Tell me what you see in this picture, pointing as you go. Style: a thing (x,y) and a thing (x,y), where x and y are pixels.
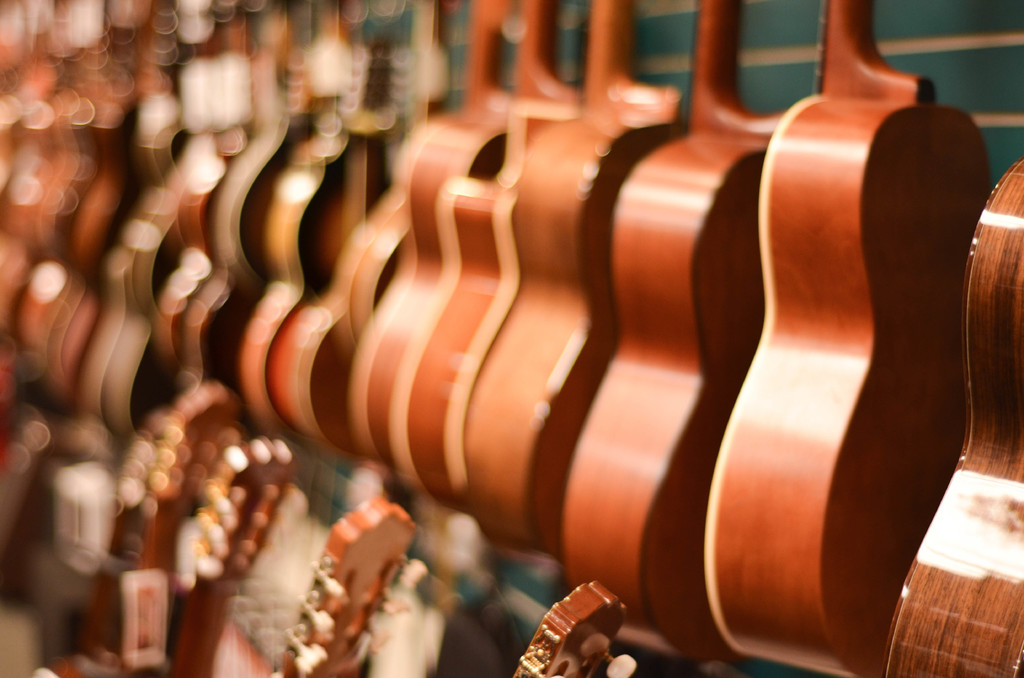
As we can see in the image there are lot of guitars (520,310).
